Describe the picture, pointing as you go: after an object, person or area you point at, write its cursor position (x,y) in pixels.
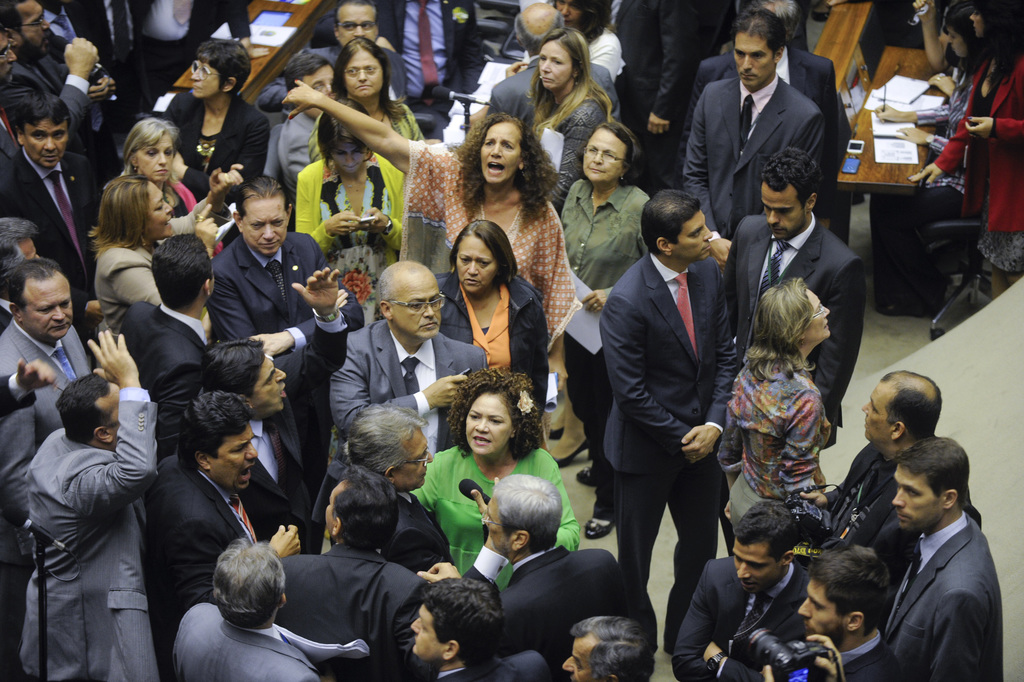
In this image there are people (568,291) standing, in the background (281,53) there are benches (897,69), on that benches (897,88) there are papers (913,91) near the benches (281,53) there are people (545,10) sitting on chairs (504,11).
